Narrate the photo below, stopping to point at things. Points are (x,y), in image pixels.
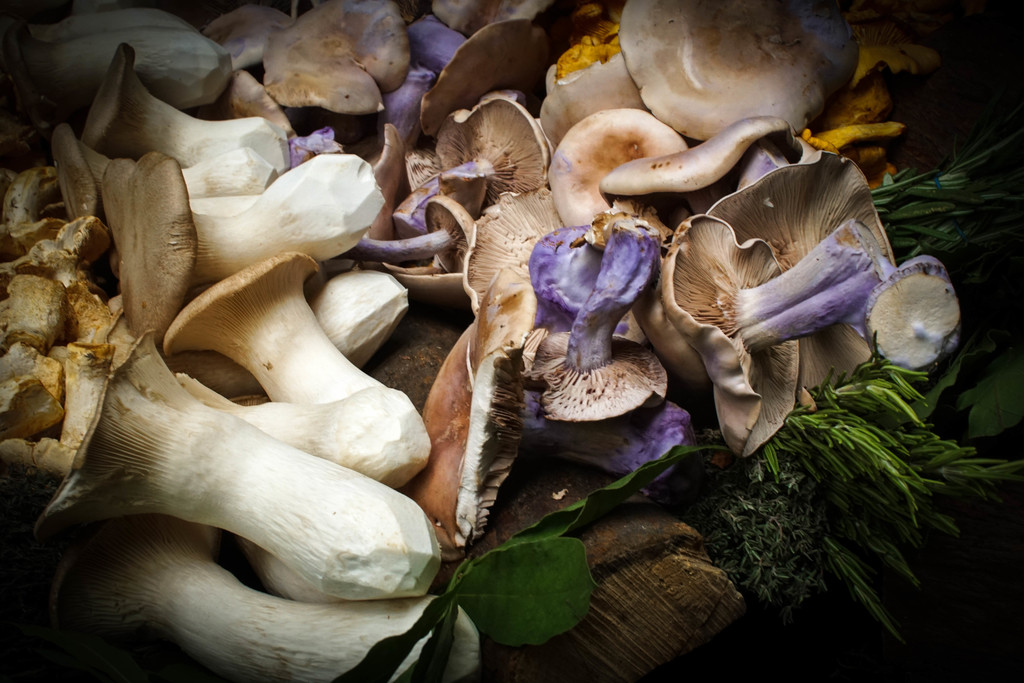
In this image I can see the mushrooms (438,222).
